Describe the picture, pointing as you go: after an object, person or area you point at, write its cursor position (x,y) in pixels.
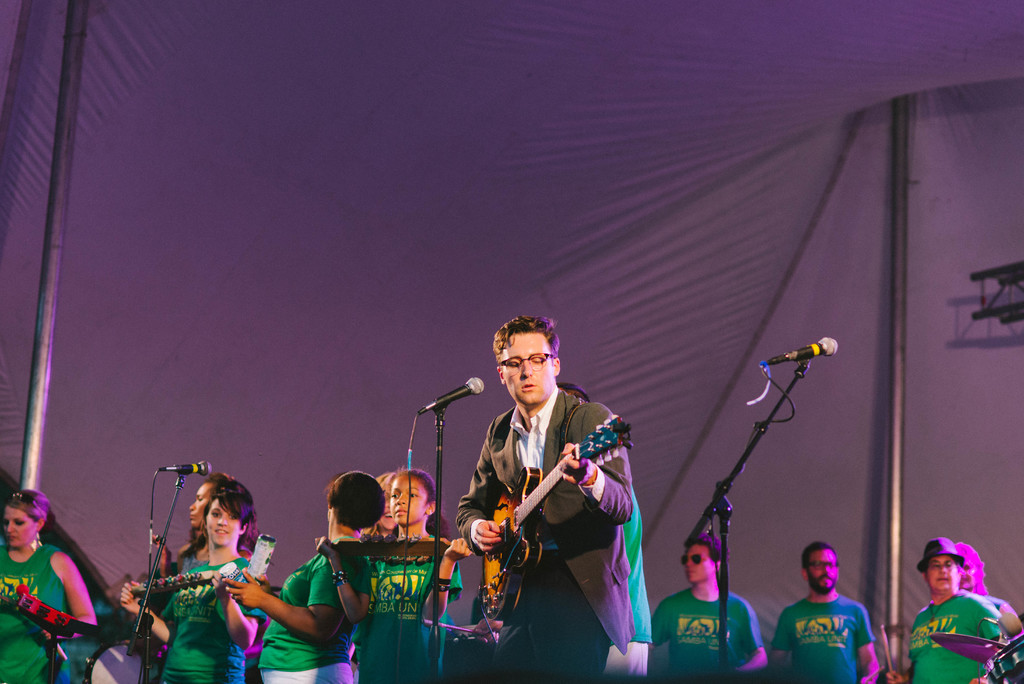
In this picture we can see some persons (617,536) are playing musical instruments (112,678). He is in suit (618,519) and he has spectacles (529,356). These are the mikes (476,384) and there is a pole (899,294).
